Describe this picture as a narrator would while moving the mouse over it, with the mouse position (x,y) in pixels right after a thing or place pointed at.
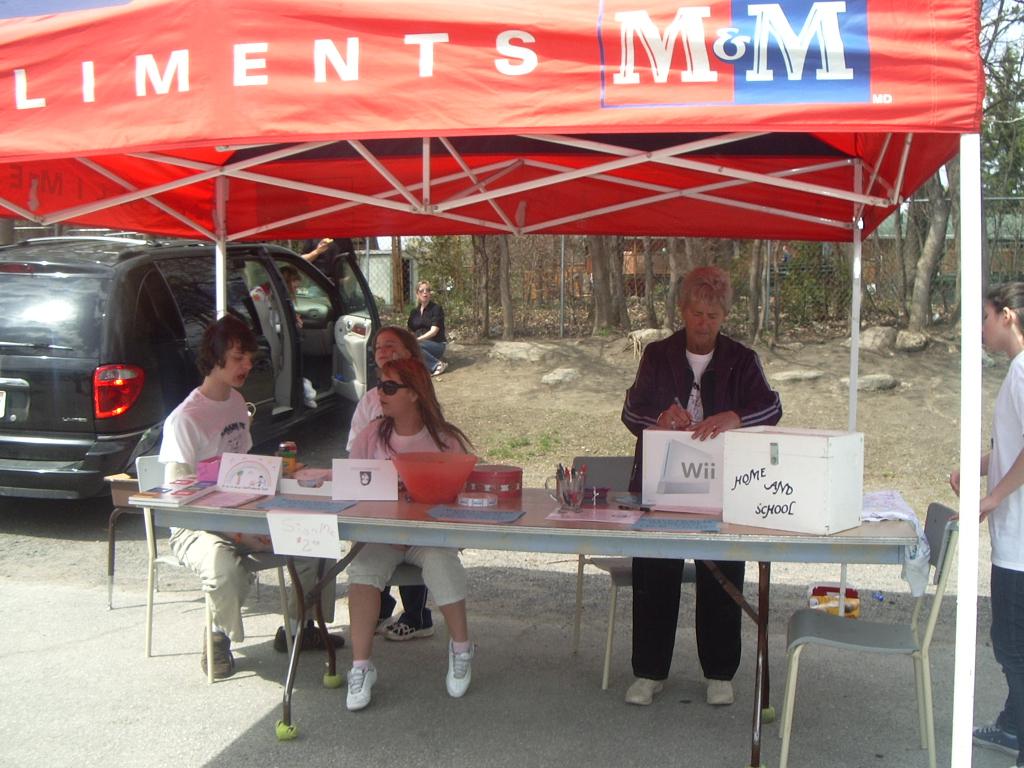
In this picture we can see some persons (630,397) where some are sitting and some are standing and in front of them there is table (258,508) and on table (368,505) we can see cards (341,472), book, bowl (469,466), glass (569,481), box (747,516) and in background (351,307) we can see two persons (344,249), fence (556,249), tree (616,245), car (352,263).
